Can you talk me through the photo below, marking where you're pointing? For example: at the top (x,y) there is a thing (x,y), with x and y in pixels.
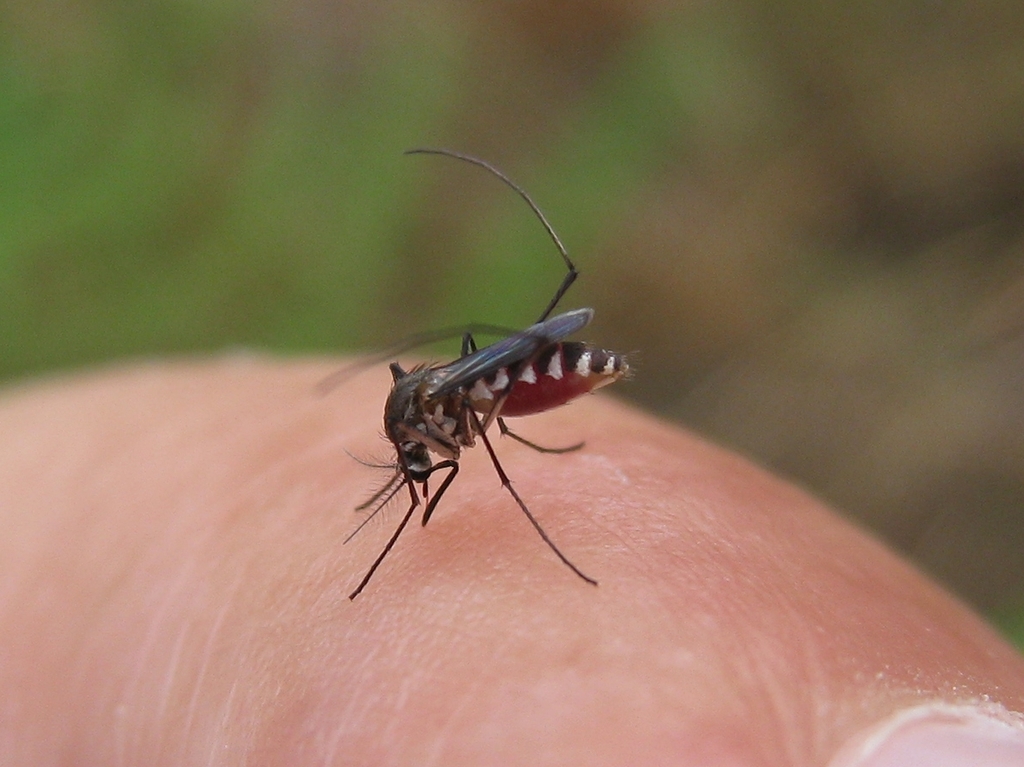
In this picture I can see a mosquito (426,422) in the middle (500,430), at the bottom (523,644) it looks like the skin (550,609) of a human (590,630).
